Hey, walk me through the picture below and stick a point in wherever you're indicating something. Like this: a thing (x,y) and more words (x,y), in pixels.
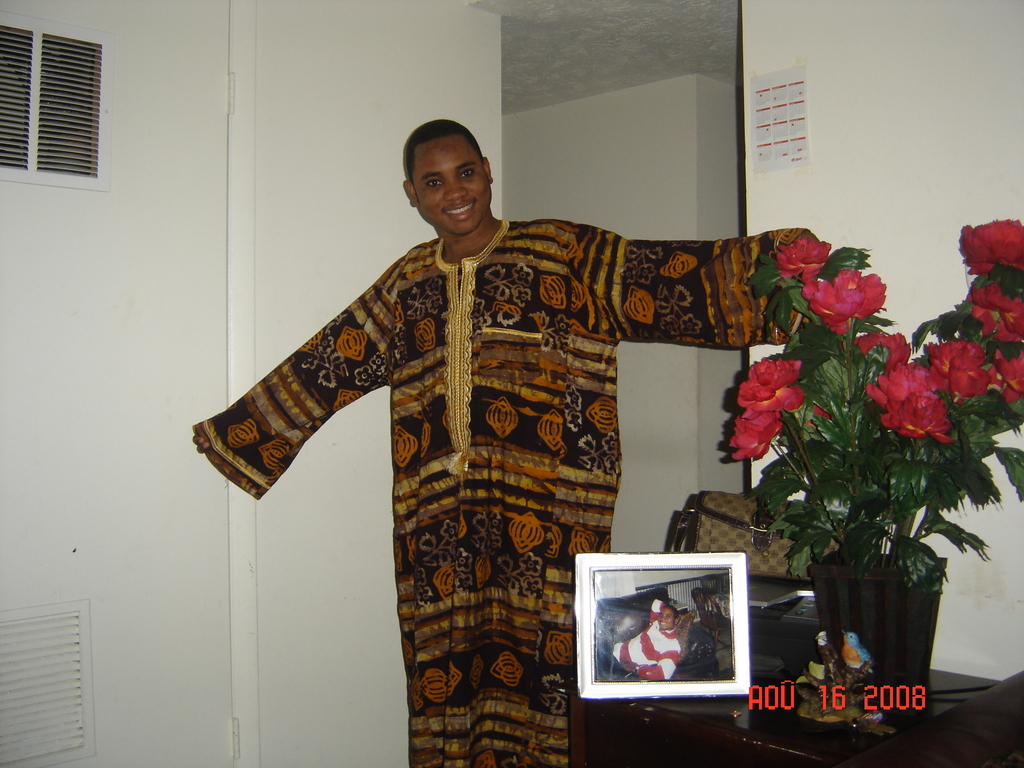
In the picture I can see a person (457,364) is standing and smiling. The person (526,406) is wearing clothes (467,535). I can also see flowers (832,325) which are red in color, a bag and a photo (697,648) on a table (792,751). In the background (210,477) I can see the ceiling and walls (628,358). On the bottom right corner of the image (761,706) I can see a watermark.
